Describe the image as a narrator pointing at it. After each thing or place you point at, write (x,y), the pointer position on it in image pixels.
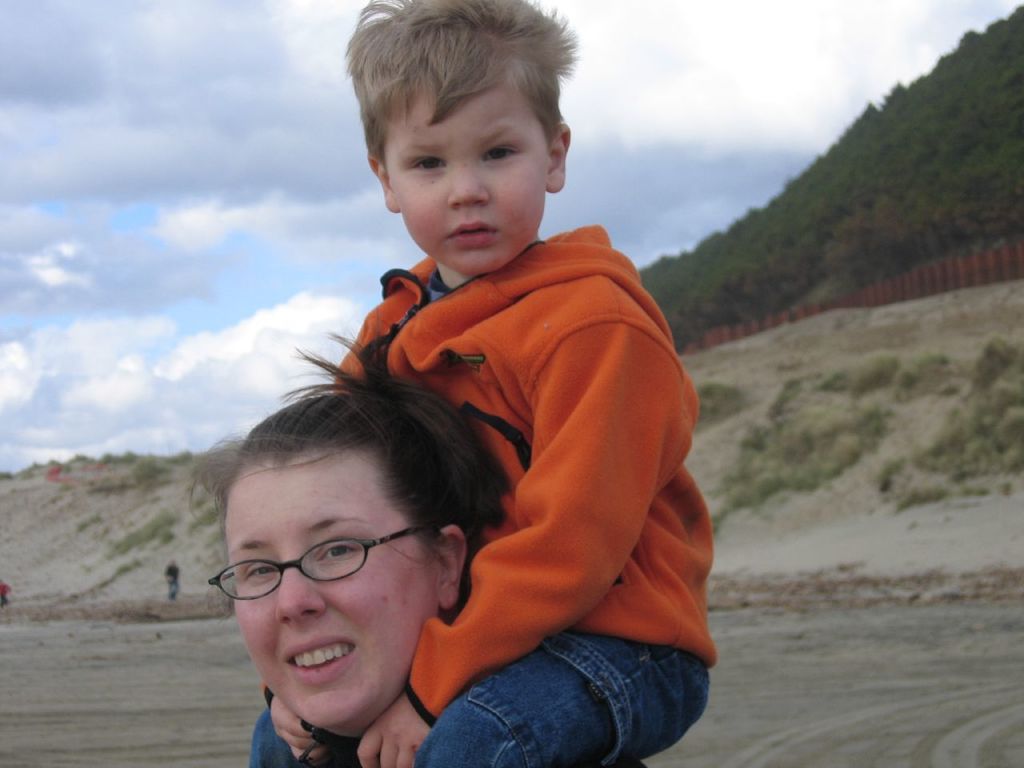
In this image we can see a boy (605,488) on the shoulder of a woman (370,605). In the background (0,473), we can see land (934,403), plants (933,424) and people (172,574). At the top of the image (232,114), we can see the sky (583,46) with clouds (770,56). On the right side of the image (853,212), we can see greenery (812,245) and the fence (910,280).
